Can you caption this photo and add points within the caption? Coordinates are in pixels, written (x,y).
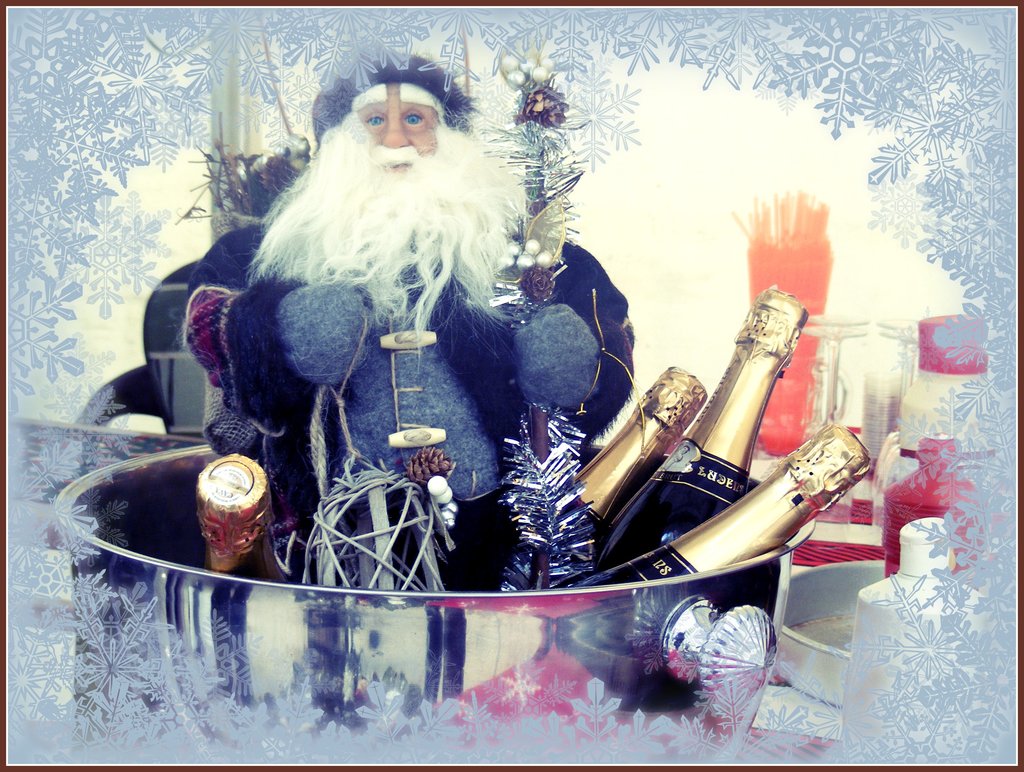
In this image we can see the poster (572,748) and there is a Santa Claus toy (351,549) and a few bottles (661,390). We can see some other objects (882,628) on the right side of the image (847,518).
